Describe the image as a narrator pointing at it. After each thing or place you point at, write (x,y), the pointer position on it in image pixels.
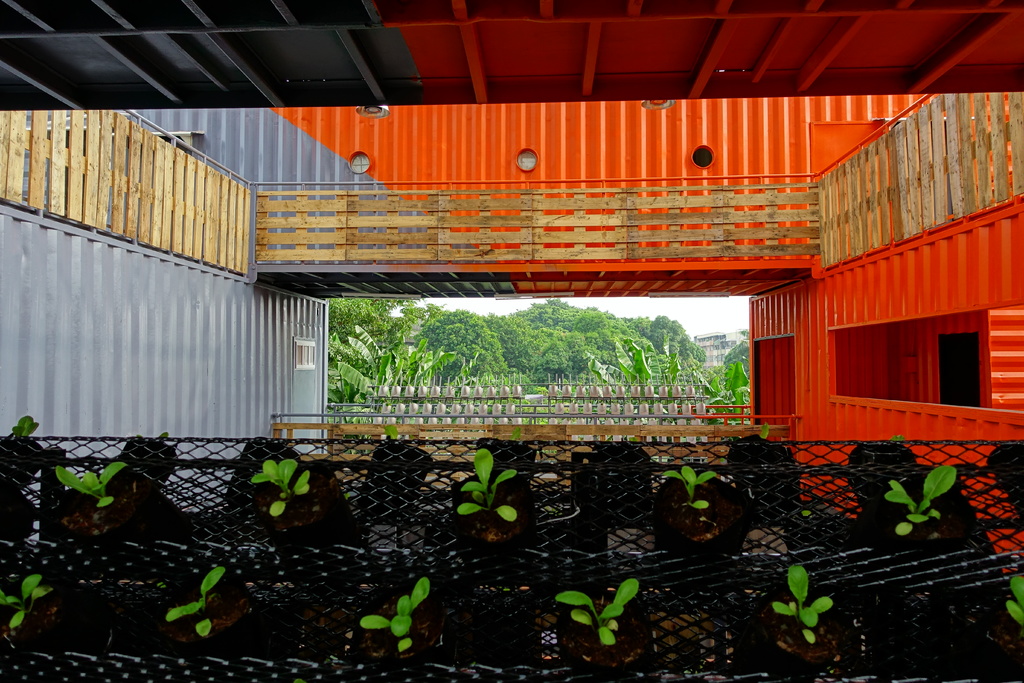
In this image, we can see a shed (370,160) and there are railings (573,253) and we can see trees (557,365), buildings (707,362), a mesh (364,466) and we can see some plants (650,376).
